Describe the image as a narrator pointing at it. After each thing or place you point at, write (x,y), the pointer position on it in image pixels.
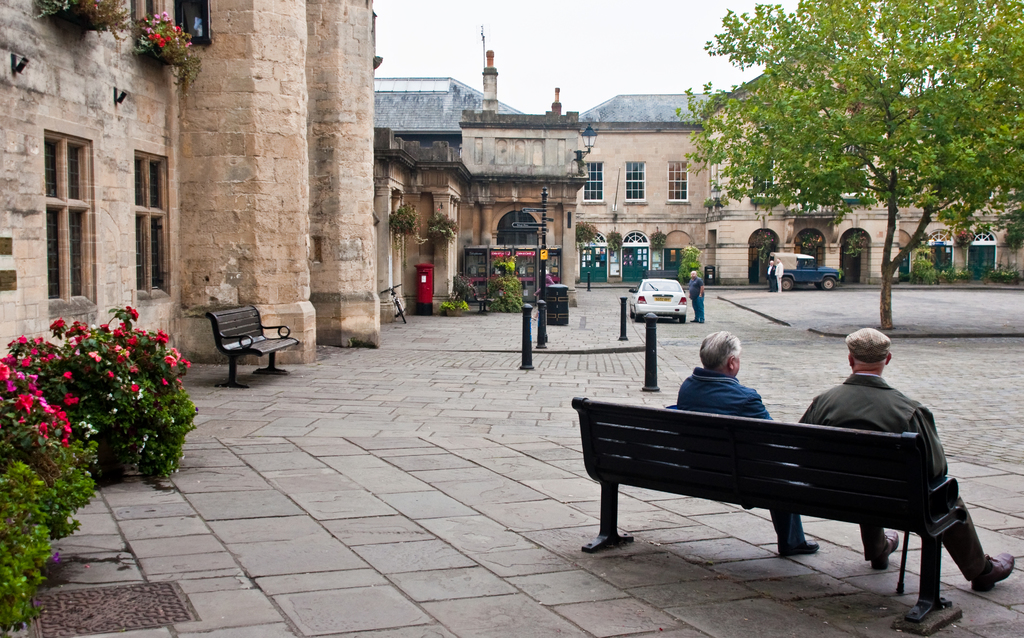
These two persons (720,399) are sitting on the bench (703,482). We can see plant (90,422), flowers (173,353), bench (239,353), buildings (298,193), tree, car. A few persons (777,270) are standing.
